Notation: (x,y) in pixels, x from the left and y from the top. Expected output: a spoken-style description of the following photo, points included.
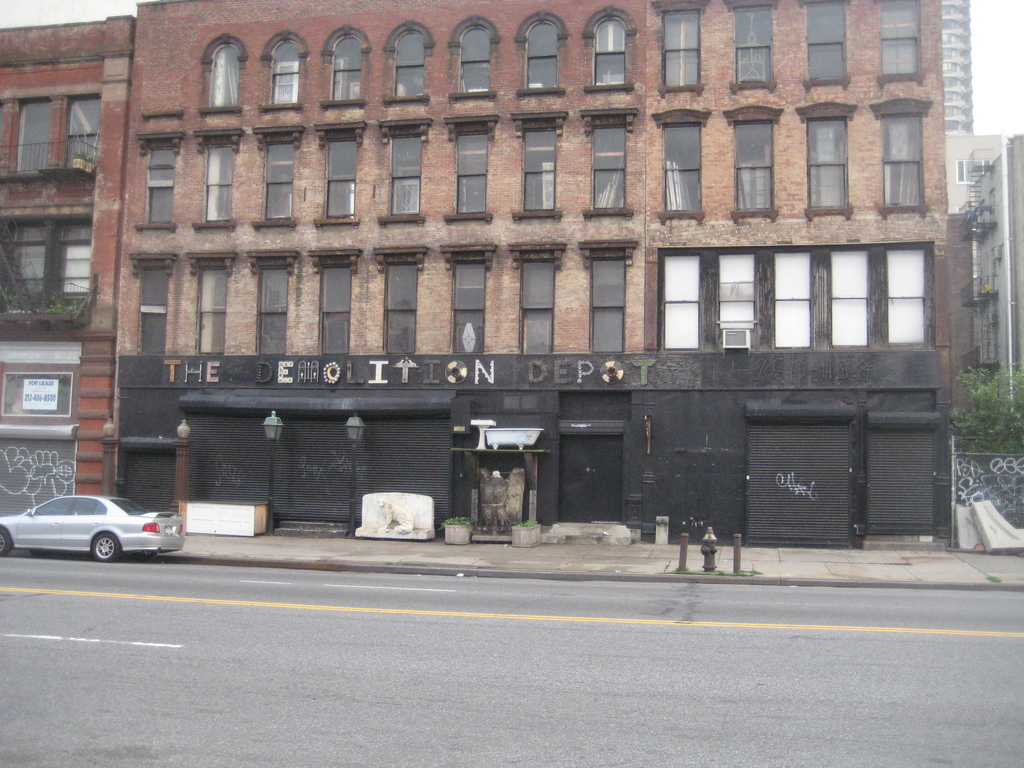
In this image there are buildings (478,192), in front of the buildings (330,425) there are closed shutters (318,438) with lamps (180,426) and name (640,370) on it, in front of the building (512,325) on the pavement (566,545) there are water pipes (705,553) and there is a car (101,516) on the road (434,601).
